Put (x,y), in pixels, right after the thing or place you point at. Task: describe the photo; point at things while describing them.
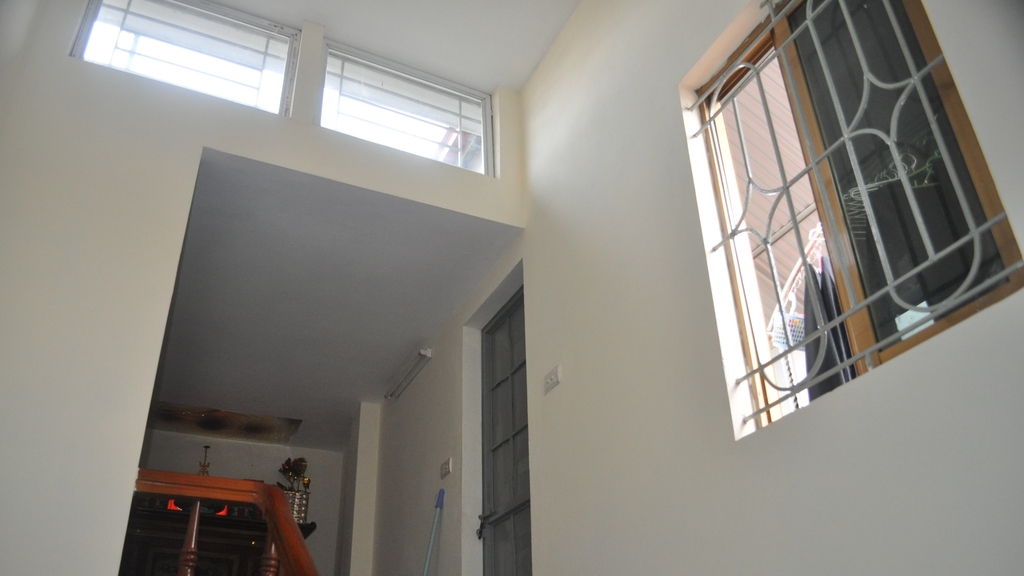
This is an inside view of a room (583,167). On the right side (893,169) there is a window (751,206) to the wall (610,269). In the middle of the image (508,368) there is a door (519,422). On the left side (262,533) I can see the railing (298,562) and few objects (304,512). At the top (284,75) there are two more windows (211,40) to the wall (73,121).
